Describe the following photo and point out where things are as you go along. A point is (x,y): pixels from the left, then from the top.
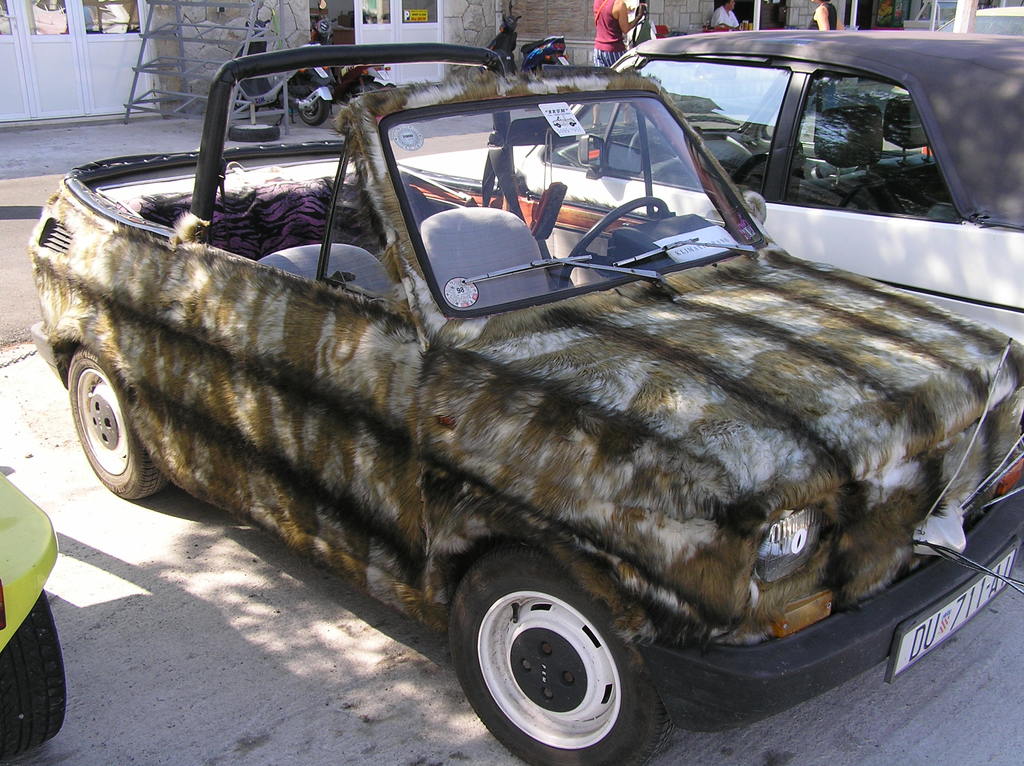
In this picture there is a car (380,382) in the center (611,455) which is decorated with the velvet cloth (654,422). Beside it there is another car (865,144) which is in grey and white in color. On the top (351,74) there are three bikes (545,53) in front of the building (318,10). On the top right (723,11) there are three persons (736,16).
